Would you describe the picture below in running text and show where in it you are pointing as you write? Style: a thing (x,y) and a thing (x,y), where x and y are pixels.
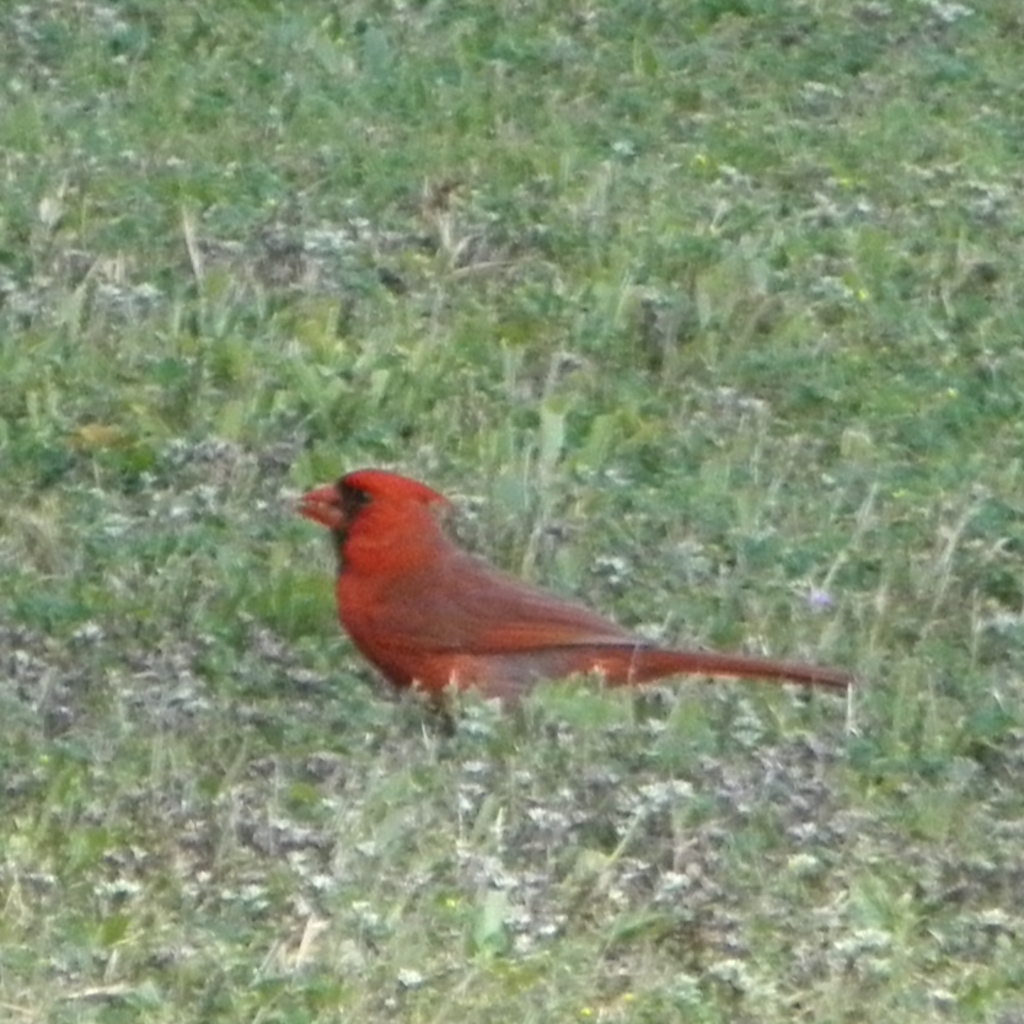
In this image I can see a bird (438,558) is in orange color in this grass (435,403).
